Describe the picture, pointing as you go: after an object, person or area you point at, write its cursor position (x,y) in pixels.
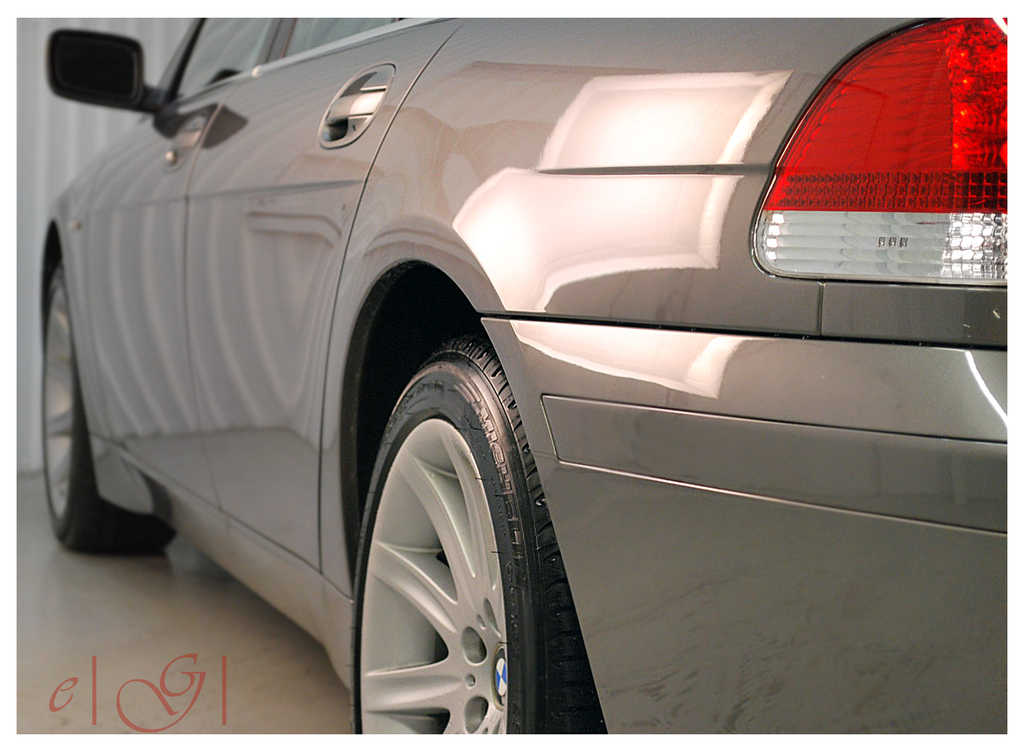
On the right side (757,354), there is a gray color vehicle (251,256) parked on the floor (335,720). And the background (38,37) is white in color.
